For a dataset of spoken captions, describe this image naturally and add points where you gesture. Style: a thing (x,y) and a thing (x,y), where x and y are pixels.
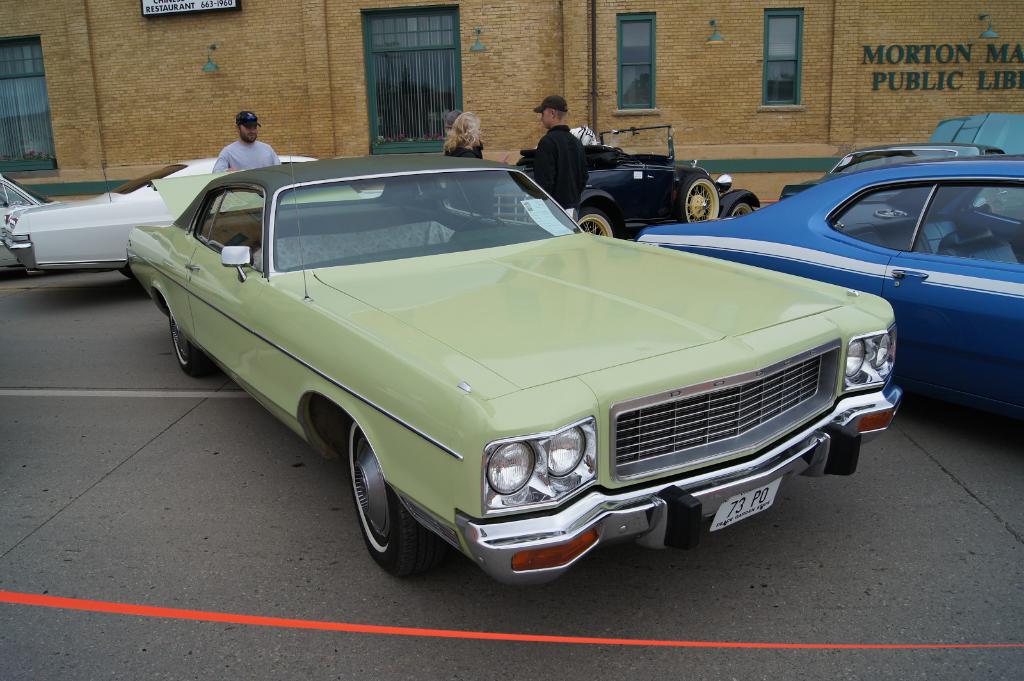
In this image we can see some cars (479,464) parked on the road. We can also see some people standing beside them. On the backside (535,136) we can see a building (513,132) with windows (410,107), sign board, street lamps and a board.
